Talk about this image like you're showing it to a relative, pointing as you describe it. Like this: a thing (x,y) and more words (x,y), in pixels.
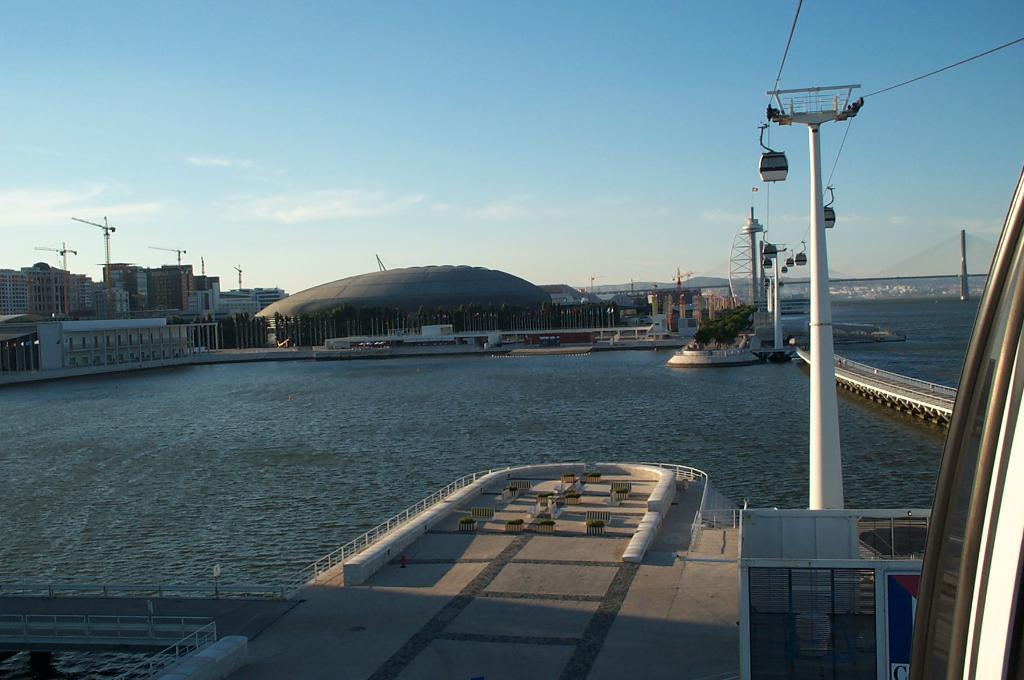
In the image in the center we can see one platform (478,617). In the background (407,144) we can see sky (605,230), clouds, poles (817,333), buildings (173,290), wall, roof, water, fence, boats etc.
